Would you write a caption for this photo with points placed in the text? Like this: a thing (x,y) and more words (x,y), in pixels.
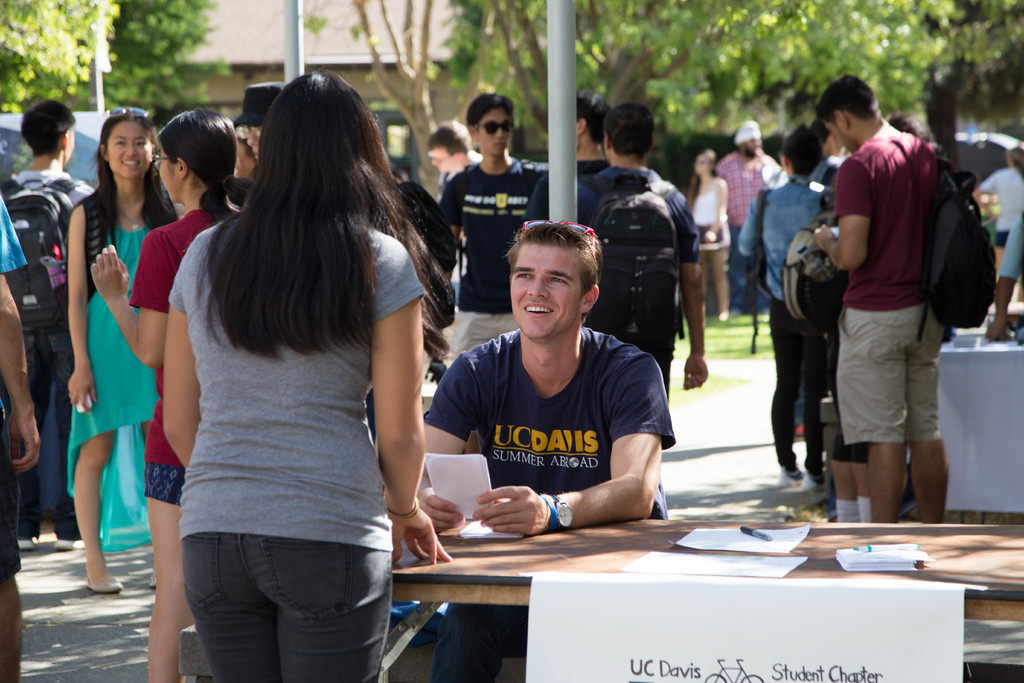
There is a man (876,176) standing over here wearing a black bag (960,252) and there is a wooden table (964,551) and a man (503,516) sitting behind the table (500,542) is talking and smiling at the same time, there is a pole (563,112) behind him and there is a crowd of people (364,227), they are standing on the road (92,609). There is grass field (729,333) over here and there are trees (714,56) behind them, there is a home (266,37).
